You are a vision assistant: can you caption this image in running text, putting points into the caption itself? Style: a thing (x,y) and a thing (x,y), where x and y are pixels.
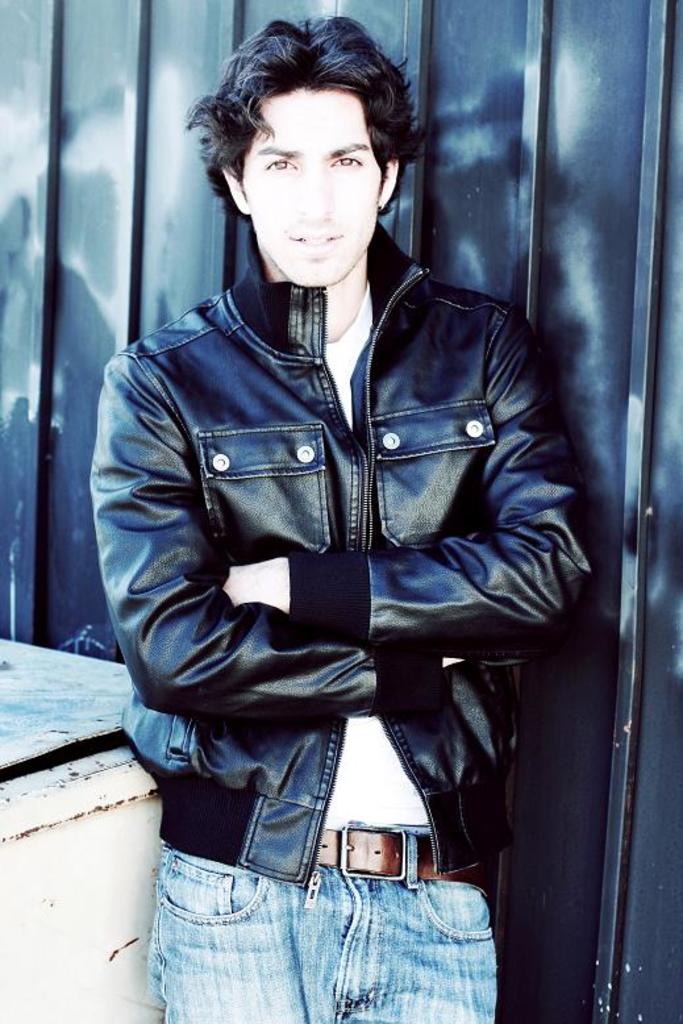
In this picture there is a man (401,471) who is wearing jacket (392,407) and standing near to the wall (641,219).
